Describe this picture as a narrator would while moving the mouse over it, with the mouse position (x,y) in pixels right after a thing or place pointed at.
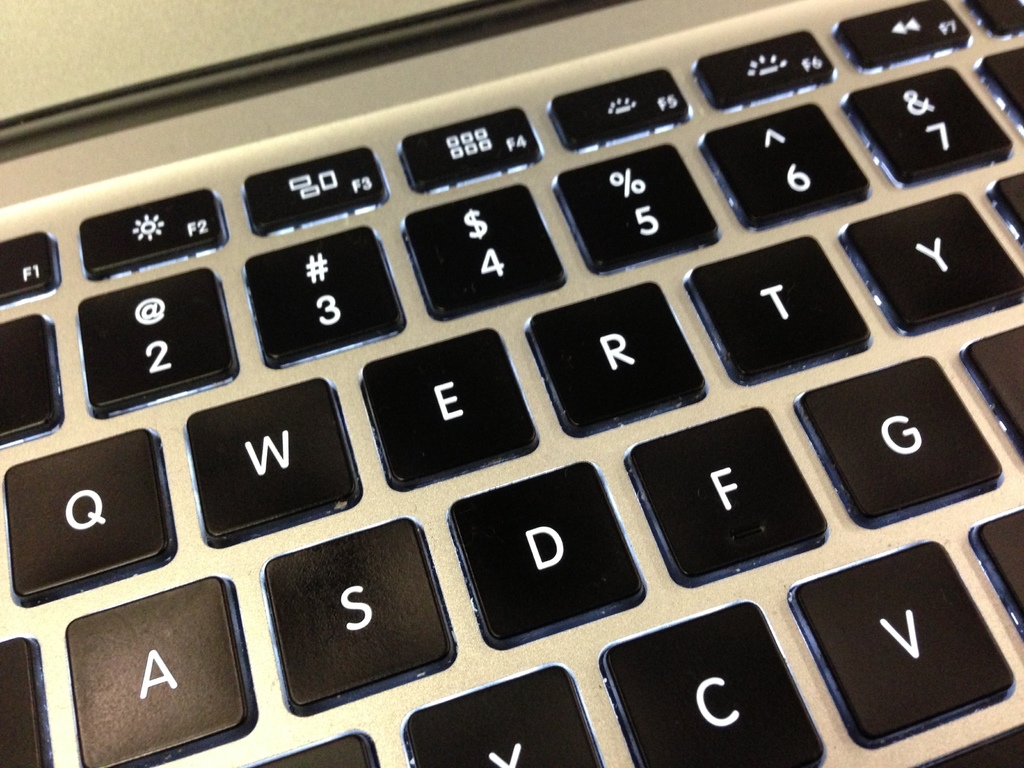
This is a image of the keypad (166,621).
